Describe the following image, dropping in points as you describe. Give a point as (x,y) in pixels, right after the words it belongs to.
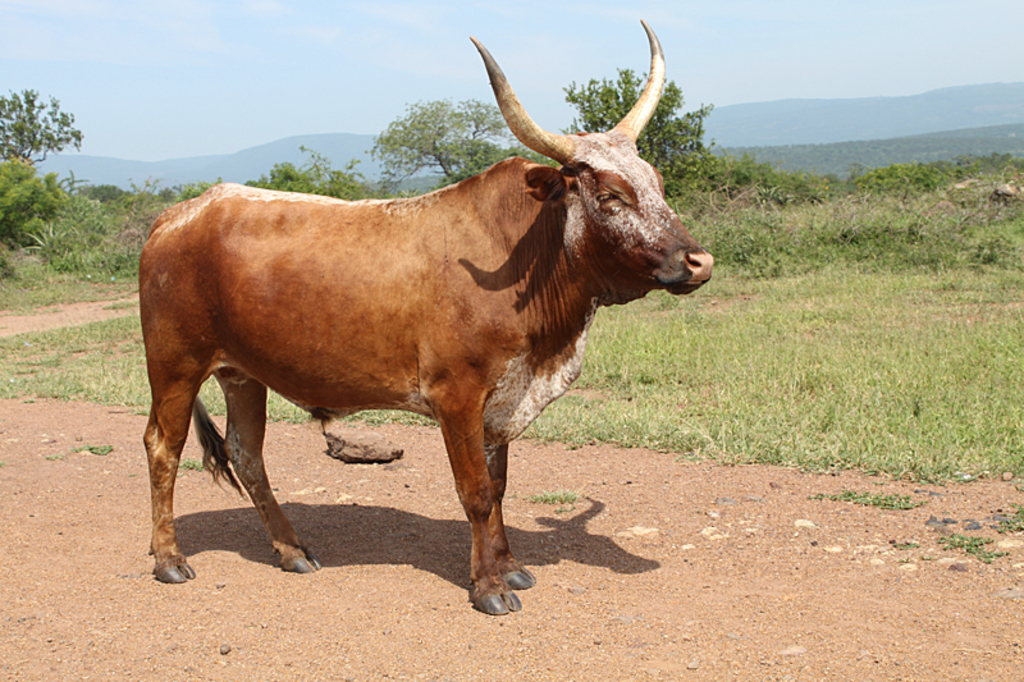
In this image I can see a path (334,579) in the front (309,599) and on it I can see an ox (520,425) is standing. I can see colour of the ox (167,263) is brown and on the ground (232,579) I can see a shadow (554,557). In the background (24,386) I can see grass (985,241), number of trees (458,177), mountains (805,143) and the sky (448,88).
